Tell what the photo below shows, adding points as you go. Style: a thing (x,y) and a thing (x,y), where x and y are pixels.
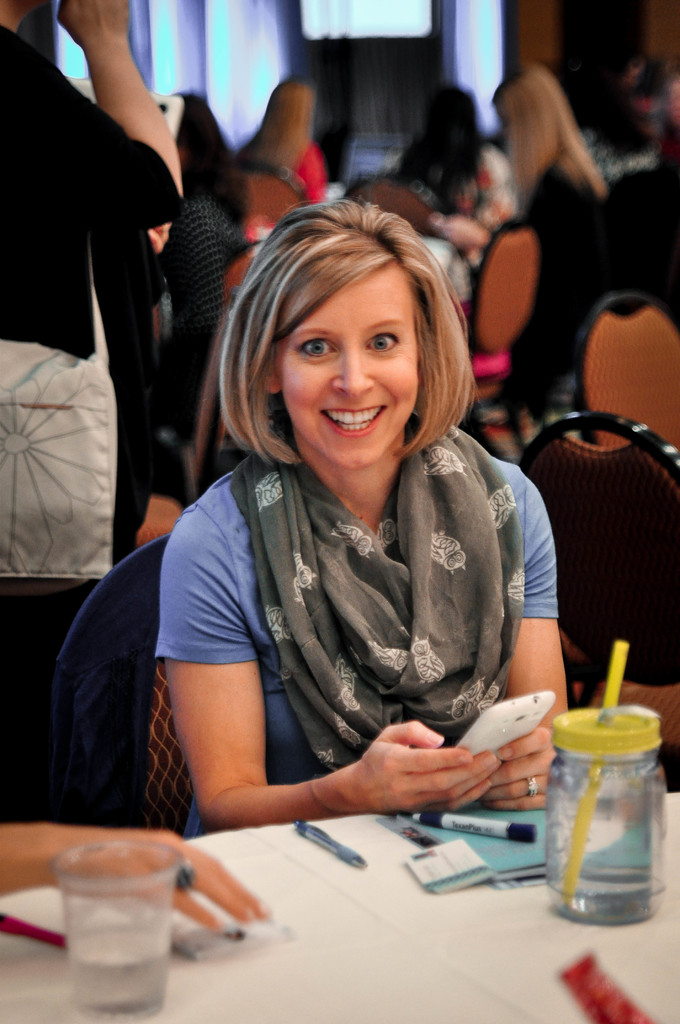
In this picture we can see women (261,361) wore scarf (326,565) sitting on chair (171,771) and holding mobile (528,704) in her hands (451,798) and in front of her we can see table (277,920) and on table (56,997) we have glass (150,943), pen (320,834), card (445,877), jar (579,891) with straw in it, book (506,860) and in background (523,348) we can see some more persons (282,126) and it is blurry.
